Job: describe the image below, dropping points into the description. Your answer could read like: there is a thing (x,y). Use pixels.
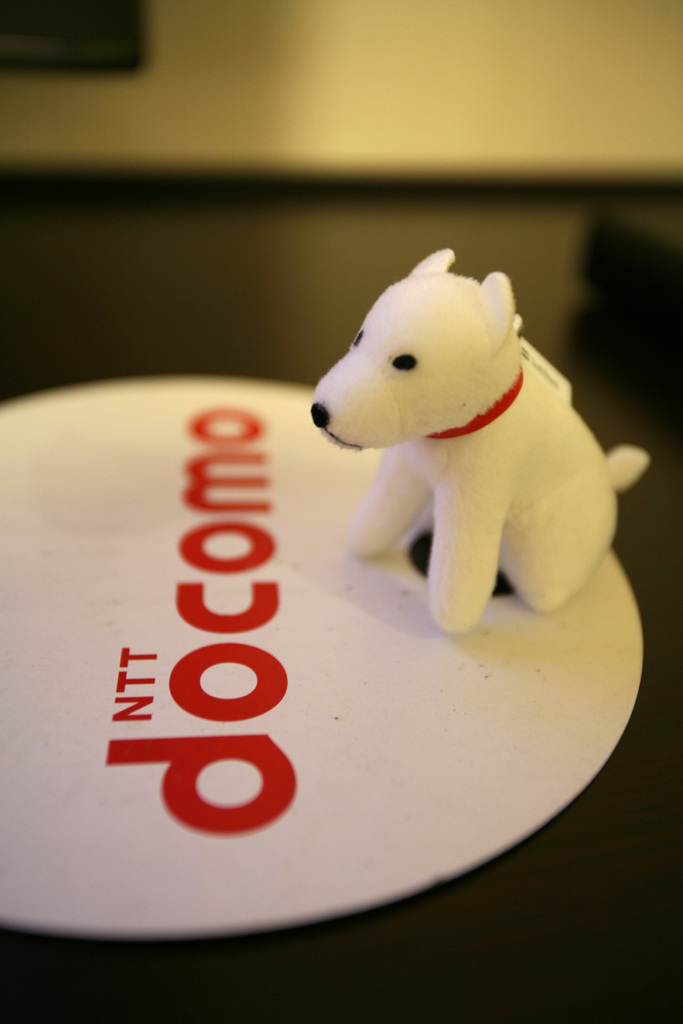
In this image I can see the toy (467,538) which is in the shape of an animal (465,529) on the white color object (282,698) which is on the black color surface (490,914). I can see the blurred background (468,126).
